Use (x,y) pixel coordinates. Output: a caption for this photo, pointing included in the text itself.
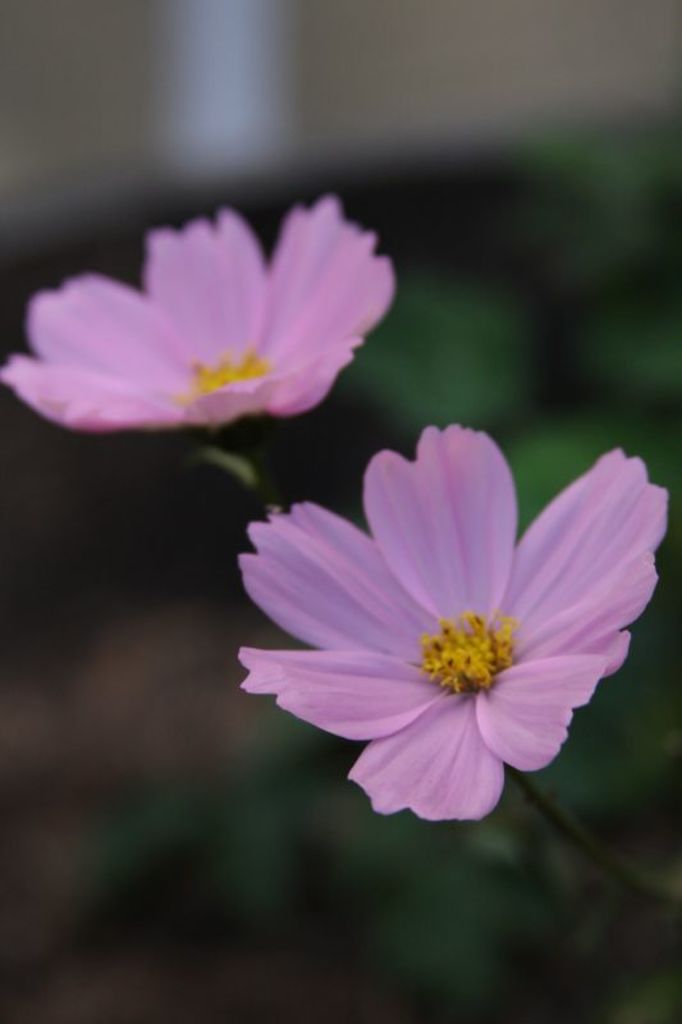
In this image, we can see two flowers (313,693) with stem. Background (559,781) there is a blur view. Here we can see green color.
